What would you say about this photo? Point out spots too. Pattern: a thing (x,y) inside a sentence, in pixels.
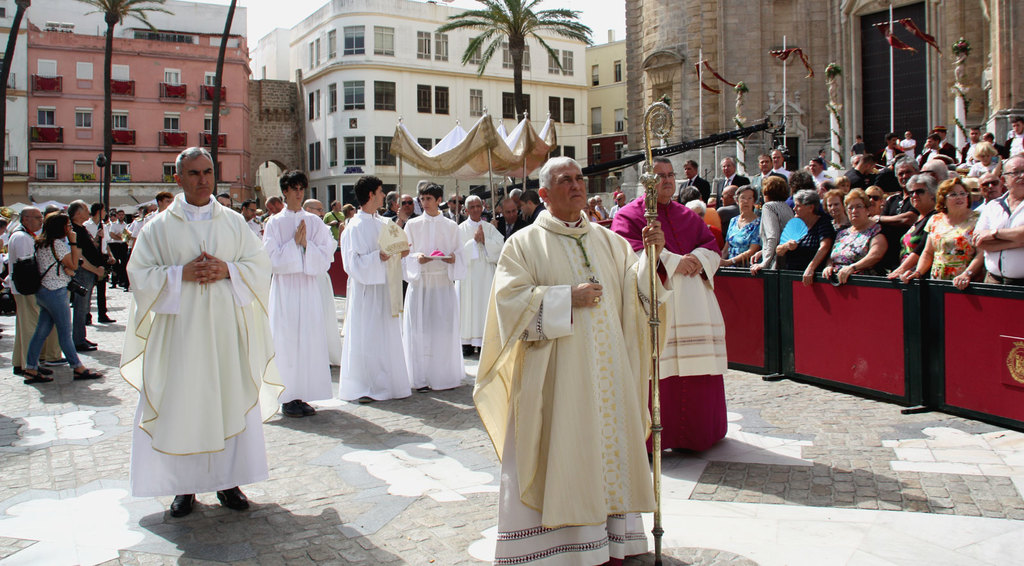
In this image we can see a group of people (524,268) standing on the ground (460,396). One person (640,307) is holding a stick (652,273) in his hand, some people (436,305) are holding objects (386,232) in their hands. In the center of the image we can see a tent (443,172). In the background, we can see some buildings (260,154) with windows (46,113), poles (834,142) and the sky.
